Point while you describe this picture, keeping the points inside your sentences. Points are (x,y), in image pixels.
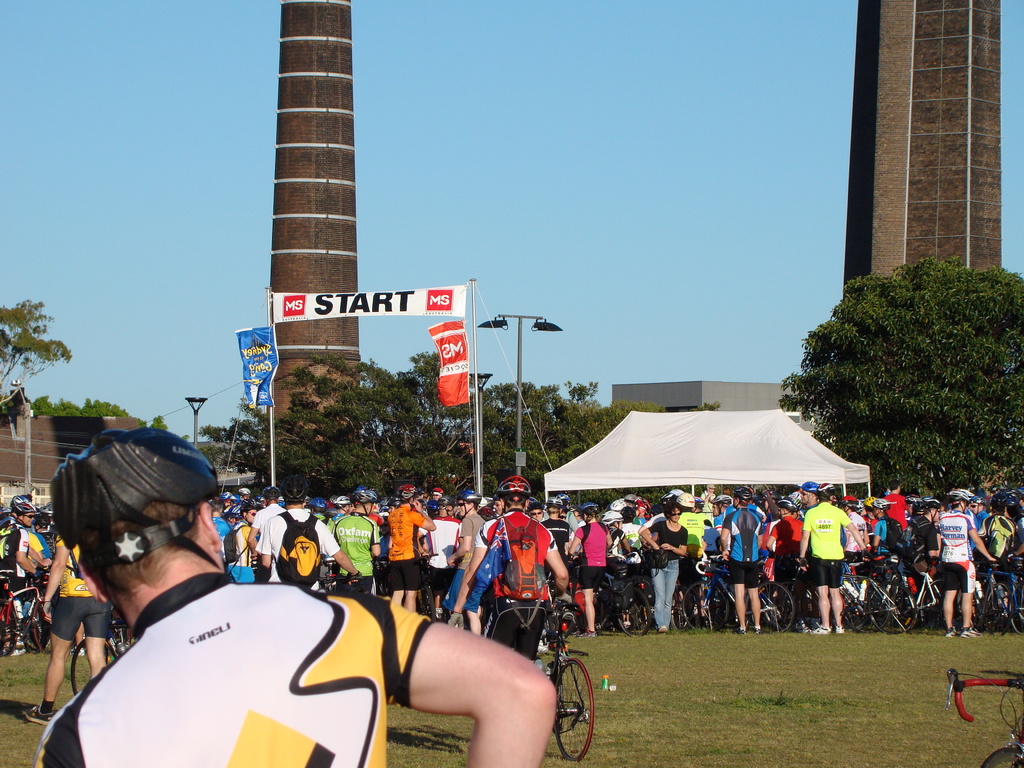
In this image in the front (202,634) there is a person (209,644) wearing a black colour helmet (124,501). In the center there are persons (460,583) holding bicycles (551,648). In the background (480,497) there are persons (743,528) standing and there are bicycles (629,575), trees (488,483), poles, banners (446,362) with some text (452,349) written on it and there are buildings (694,393) and there is a tent (733,457) which is white in colour.
